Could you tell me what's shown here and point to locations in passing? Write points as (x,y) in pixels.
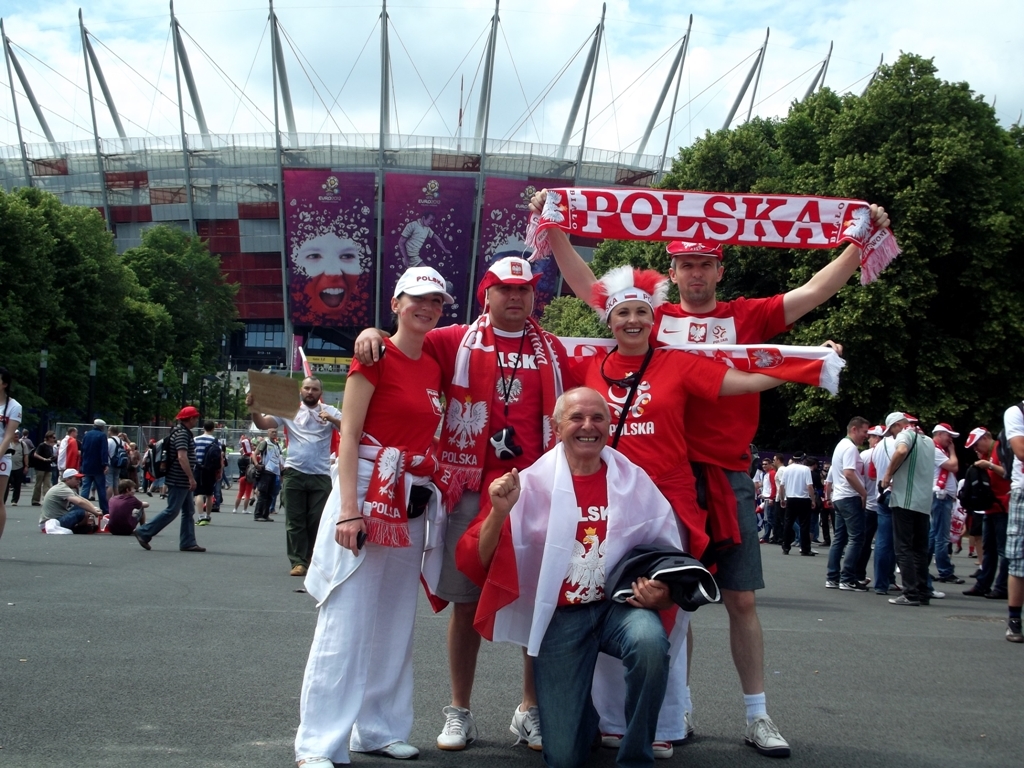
In this image we can see few people (426,480) on the road (246,603), a person (728,565) is holding a banner (703,227), a person (575,538) is holding an object (621,569), there are few banners (468,260) to the building (203,163), there are few trees (68,326), poles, fence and the sky (97,50) in the background (331,77).
